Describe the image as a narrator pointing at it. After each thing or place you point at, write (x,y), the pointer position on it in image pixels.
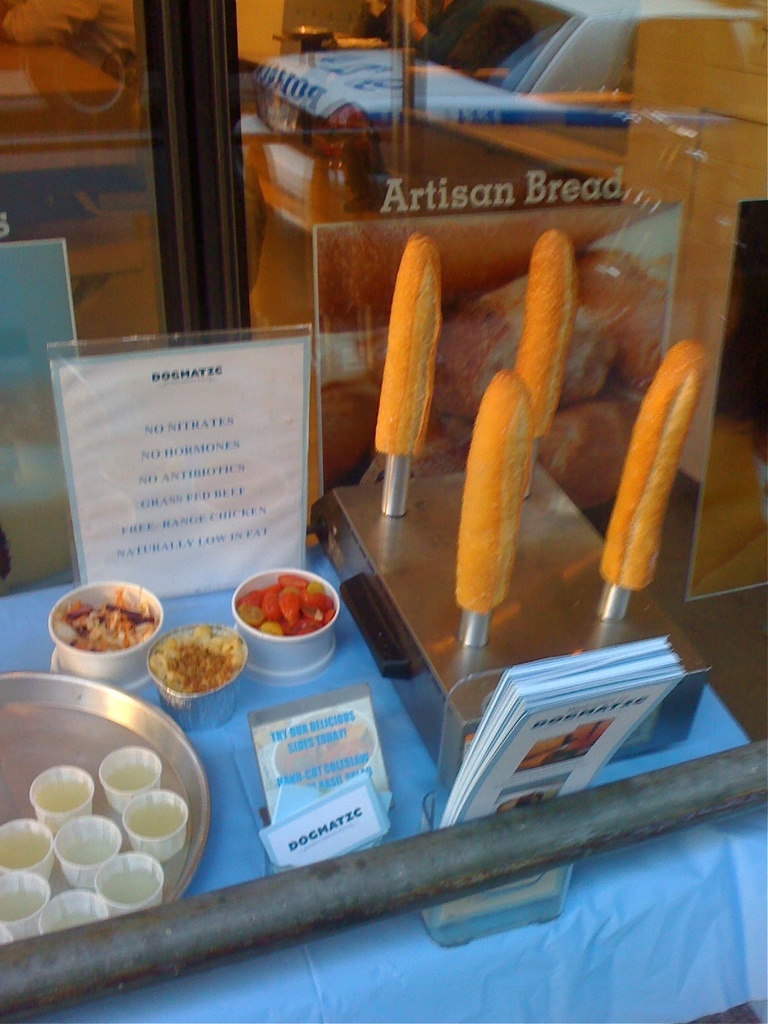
In this picture, there is a table (339,962) at the bottom (343,973). At the bottom left (116,714), there is a plate (110,695) on the table (338,628). In the plate (172,888), there are cups (130,778) with some liquid (133,872). Beside it there are three bowls (182,697) of food (325,624). Towards the right (529,414), there are four rods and some food (492,416) is stuck to those rods (391,517). On the tables (384,957) there are board (185,427) and papers (163,427) with some text (347,736). On the top (307,191) there is a glass wall (453,183).
